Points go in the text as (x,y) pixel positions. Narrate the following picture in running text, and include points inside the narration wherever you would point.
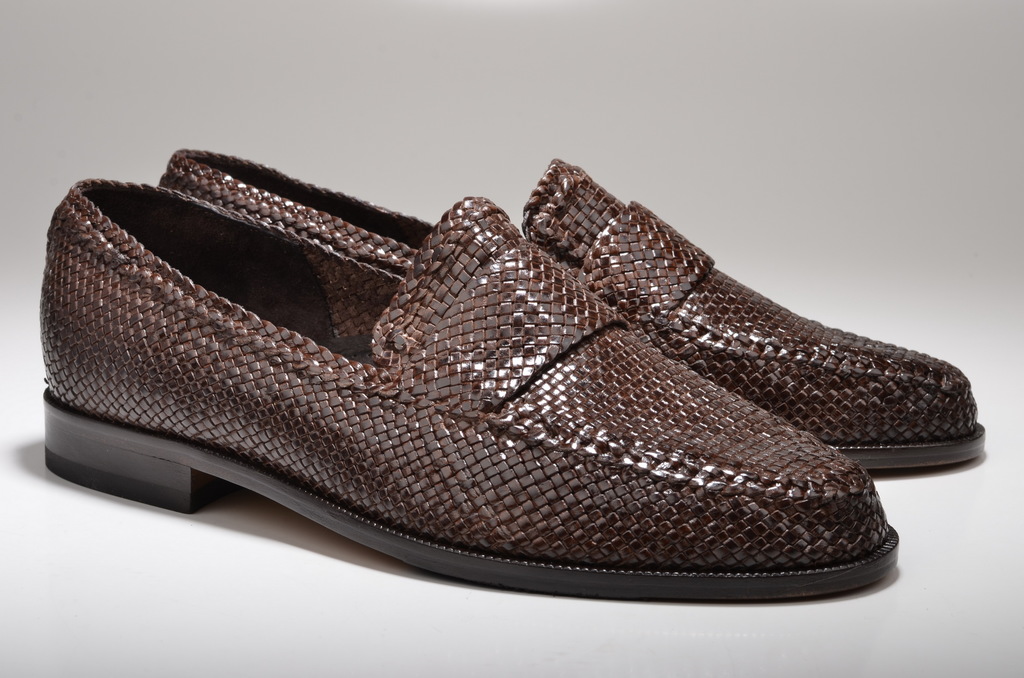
In this image there are foot wears (642,403) on the floor (446,585) which is in white color.
